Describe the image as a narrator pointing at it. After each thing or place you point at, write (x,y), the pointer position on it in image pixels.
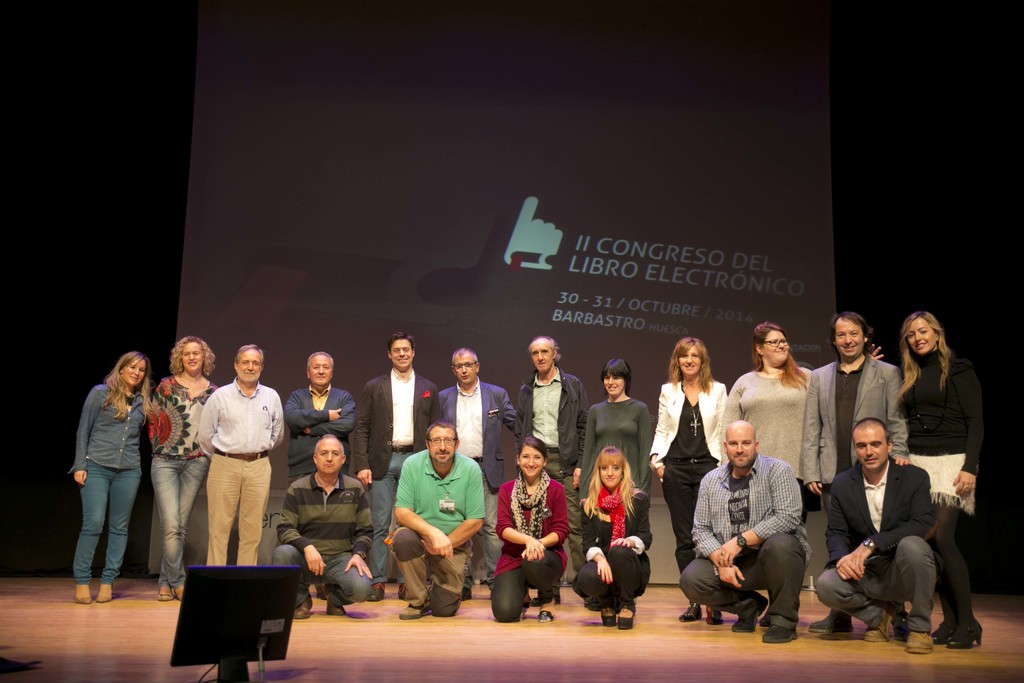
In this image there are a group of people (789,491) standing and some of them are sitting on their knees (920,546). In the background (550,263) there is a screen (550,232) and some text (581,270), at the bottom (241,652) there is one monitor (225,615) and stage (101,610).
